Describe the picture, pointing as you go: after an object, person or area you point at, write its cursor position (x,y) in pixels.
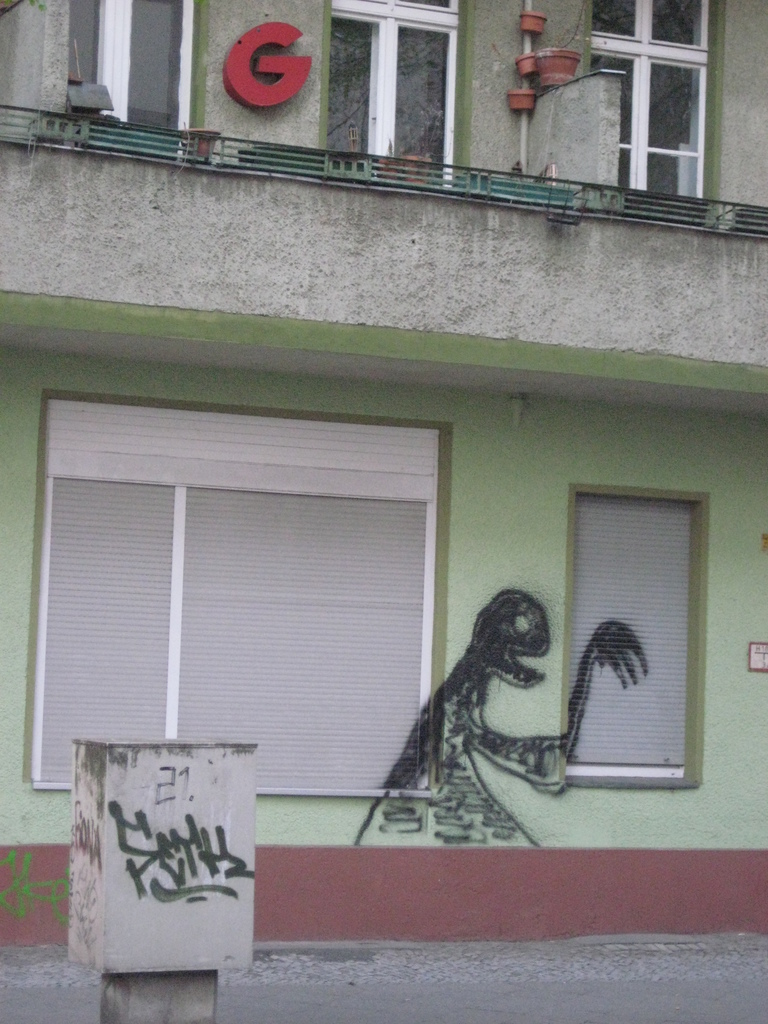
In this image we can see the building (280,317) with the windows (407,86) and also graffiti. We can also see a letter (294,60) attached to the wall (319,121). There is also a small pillar (112,829). We can also see the road (651,990).
